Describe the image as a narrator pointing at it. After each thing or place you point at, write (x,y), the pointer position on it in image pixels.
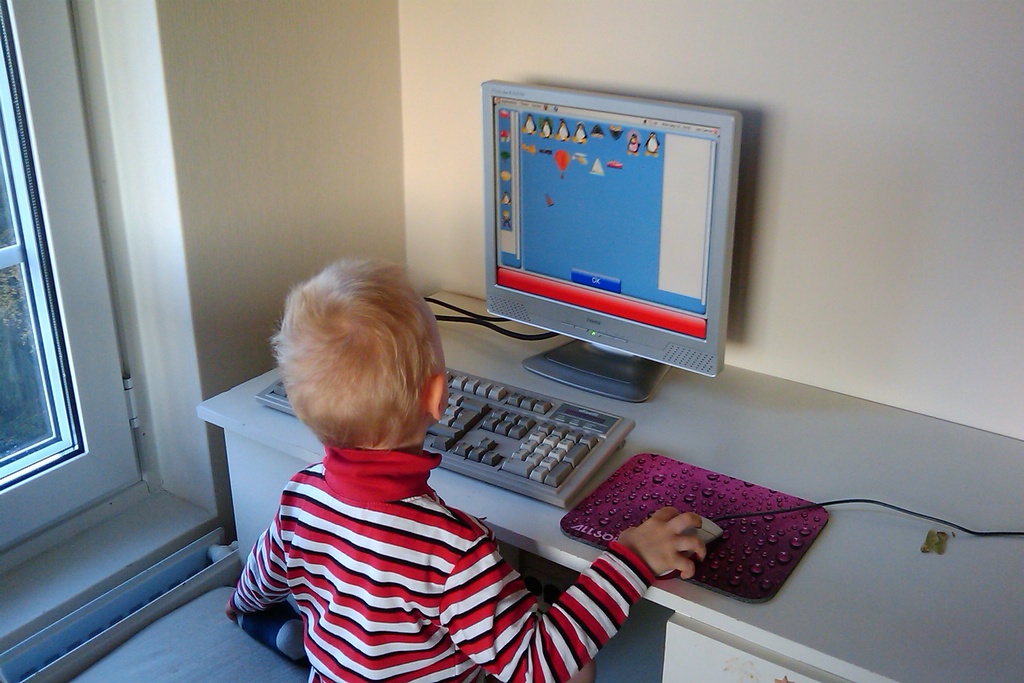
here we can see a small boy (470,525) operating a system (611,375) which is in front of him on a table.
